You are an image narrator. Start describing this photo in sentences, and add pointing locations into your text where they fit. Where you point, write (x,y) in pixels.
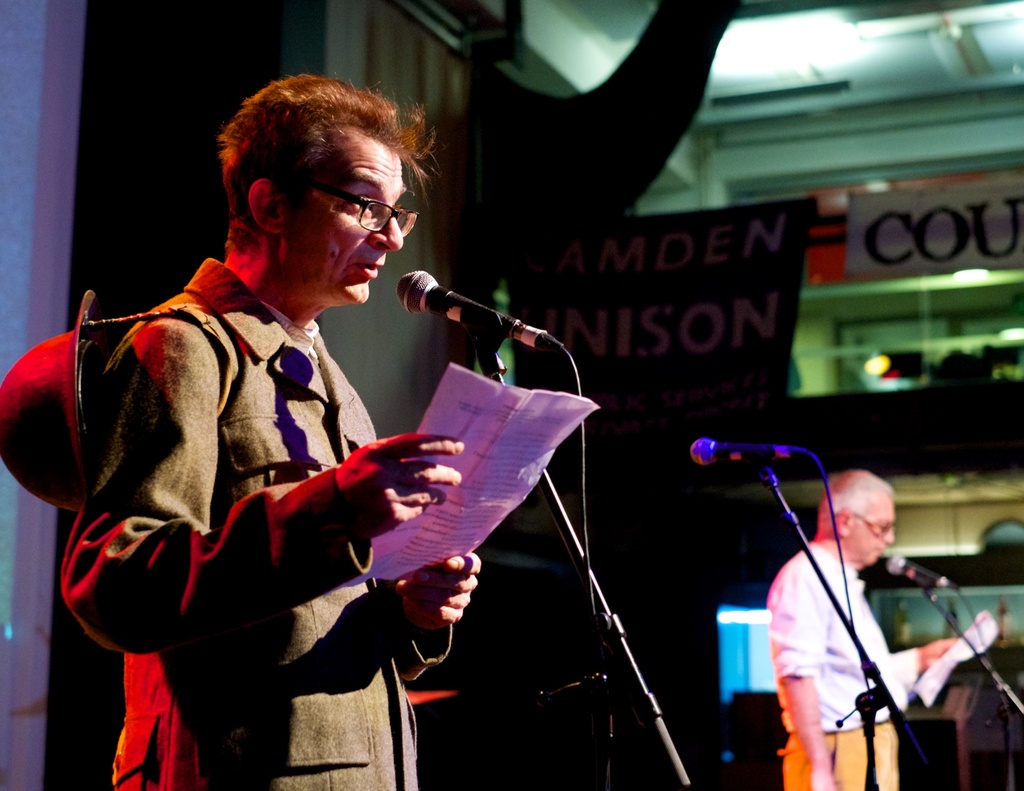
In this image, we can see two men (390,632) are standing in-front of microphones (942,586) and holding papers (498,495). Here we can see rods (594,726) and wires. Background (578,276) we can see wall (847,154), banners (674,233) and few objects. On the right side (826,710) and background (1016,570) we can see the blur view.
